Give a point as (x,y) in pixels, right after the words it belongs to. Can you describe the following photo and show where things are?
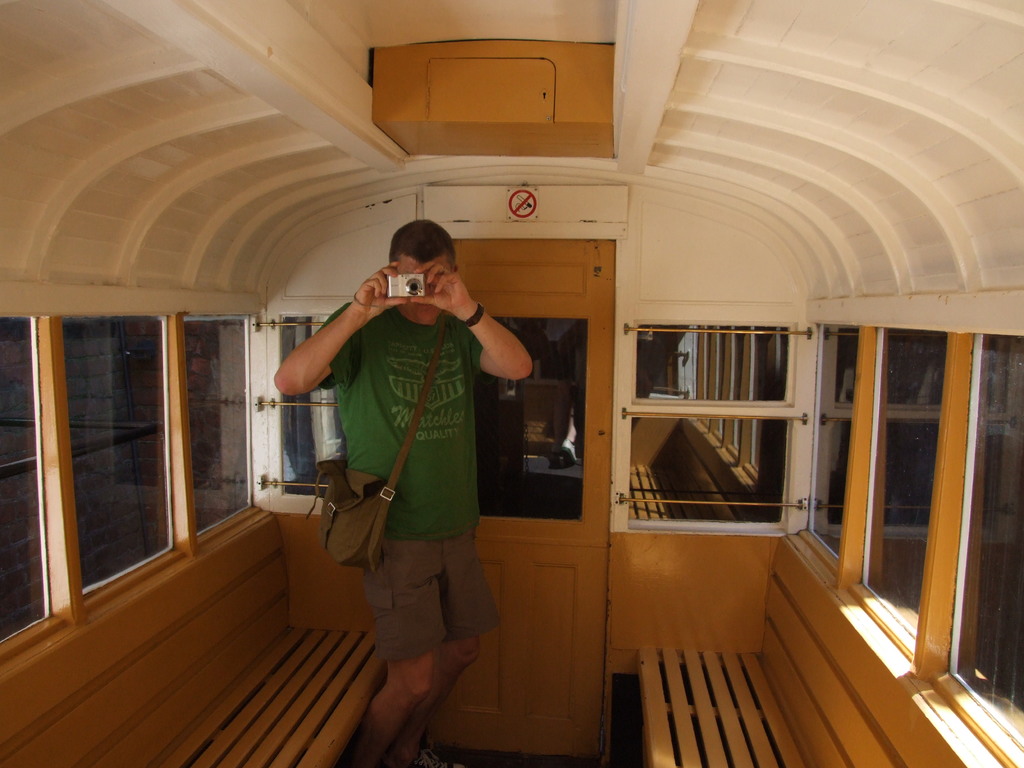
In this image we can see a man (387,746) holding a camera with his hands (368,311) and he wore a bag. Here we can see benches (715,661), board (516,215), door (547,244), and glasses (288,444).
